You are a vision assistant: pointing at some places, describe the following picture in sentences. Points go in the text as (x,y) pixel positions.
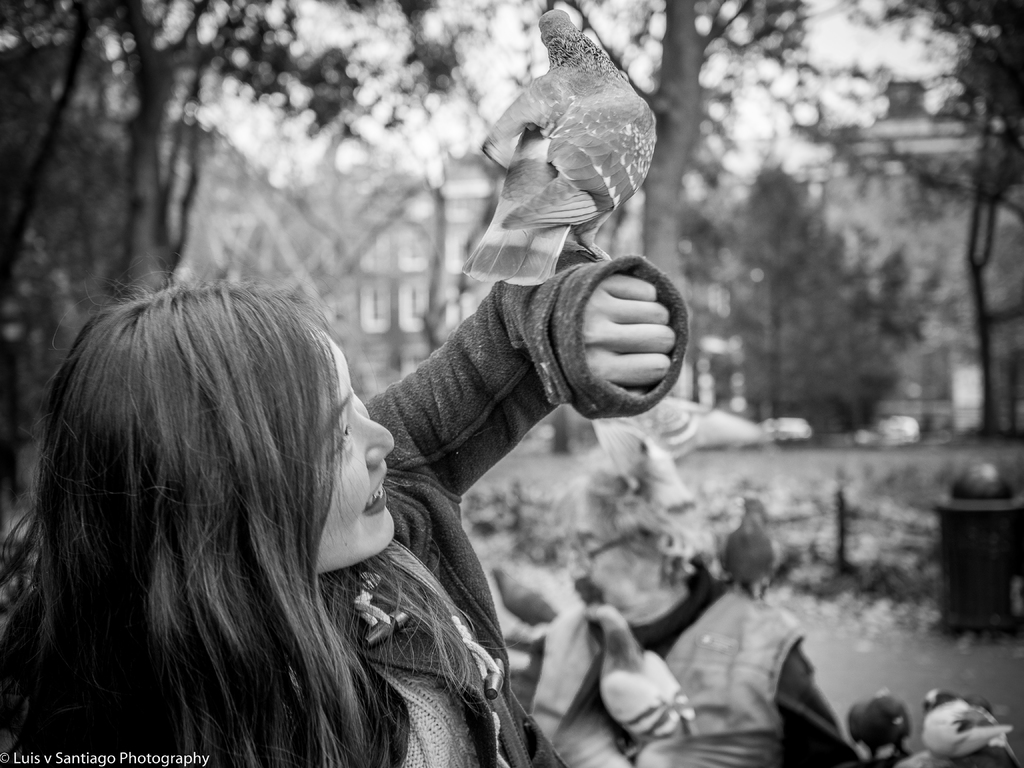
In this image I can see a person (282,481) holding a bird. background (732,115) I can see trees (285,60) and sky (253,148), and the image is in black and white.
